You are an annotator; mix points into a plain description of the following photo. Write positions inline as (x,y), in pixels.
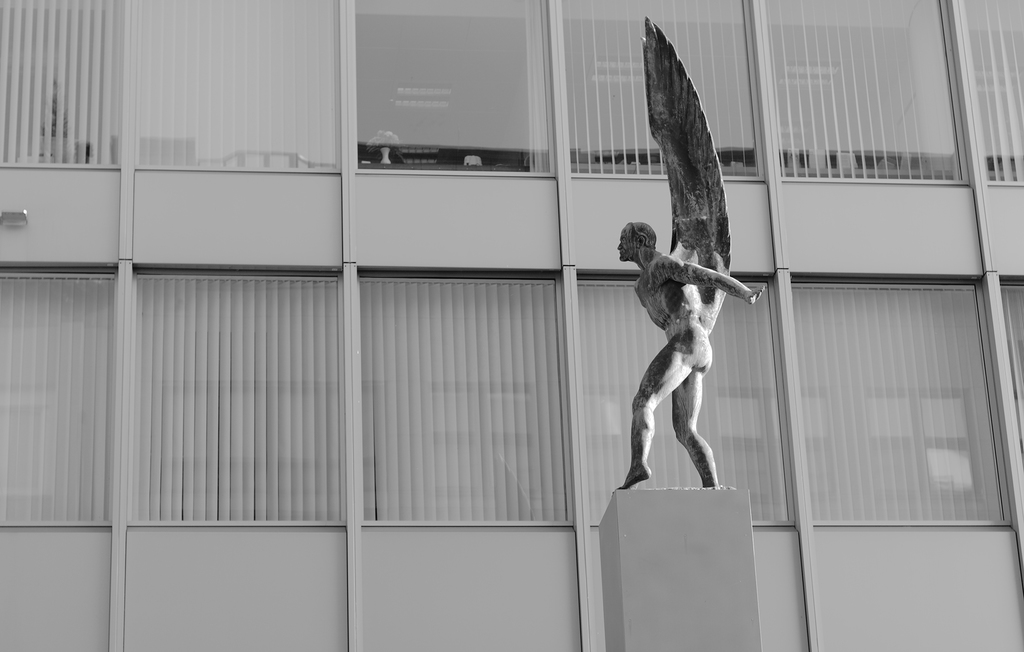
It is a black and white image. In this image we can see the person statue (702,241). In the background (387,245) we can see the building (744,264) with the glass windows (805,327) and through the glass window (386,124) we can see the flower vase (380,136).
